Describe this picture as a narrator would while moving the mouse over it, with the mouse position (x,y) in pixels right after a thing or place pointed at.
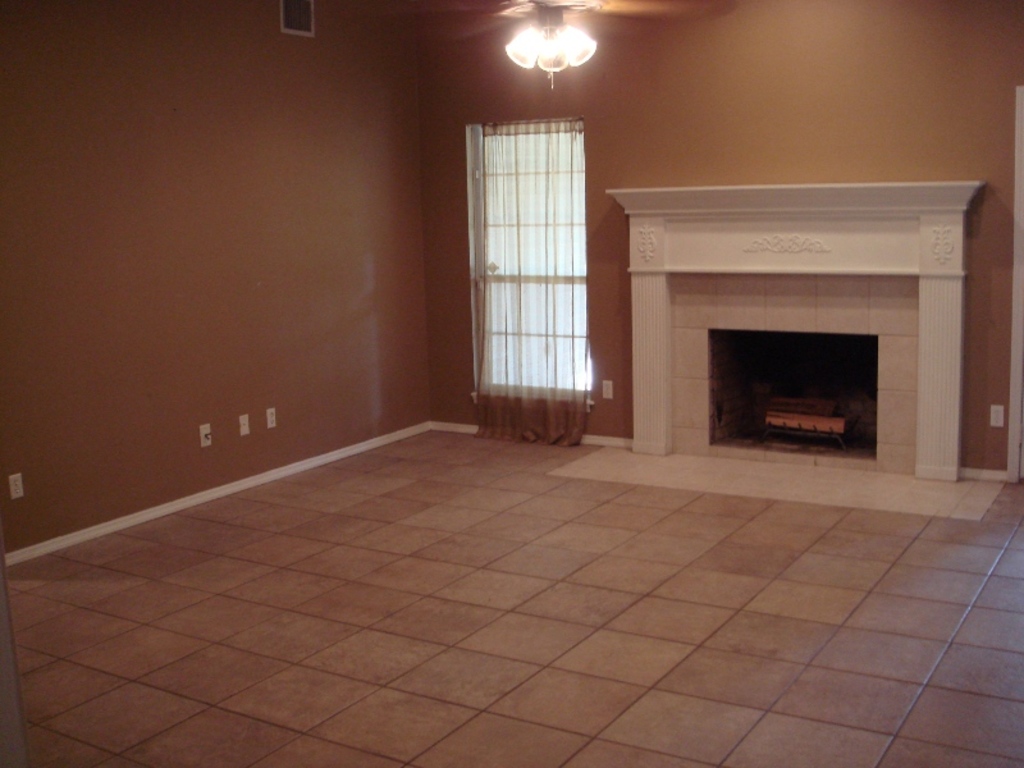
In this image we can see inside of a house (666,487). There is a window (560,251) in the image. There is a curtain (527,319) in the image. There are few objects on the walls (635,43). There is a lamp (543,68) at the top of the image (559,65). There is a fire wood burner (777,390) in the image.
